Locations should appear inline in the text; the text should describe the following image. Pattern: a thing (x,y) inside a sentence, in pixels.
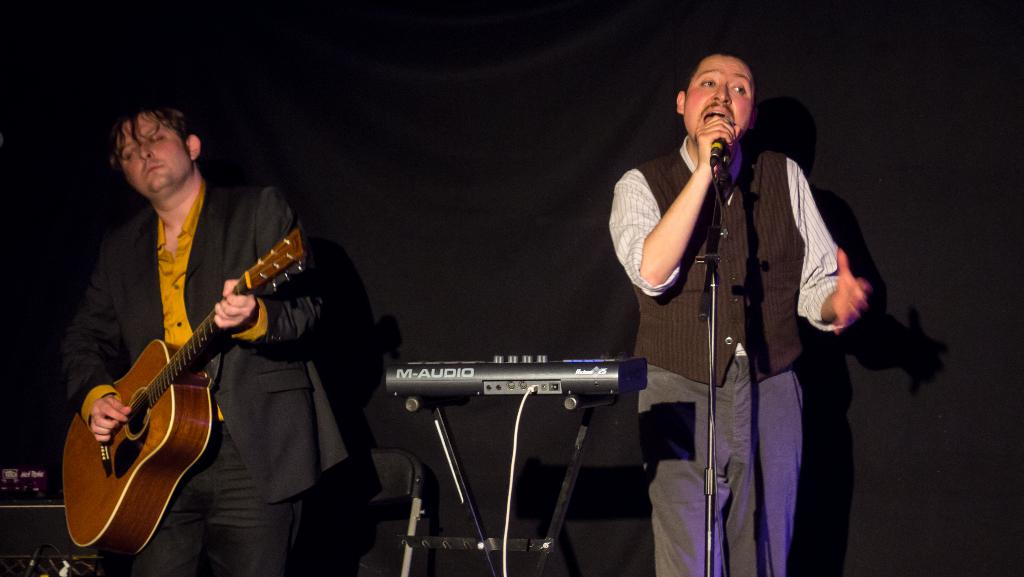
In this picture we can see two persons (104,255) on left side (272,205) person (227,259) holding guitar (138,362) and playing it and on right side (683,86) person (730,104) singing on mic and in between them we have some musical instrument (599,384) and the background (401,451) we can see chair (377,464) and it is dark.
